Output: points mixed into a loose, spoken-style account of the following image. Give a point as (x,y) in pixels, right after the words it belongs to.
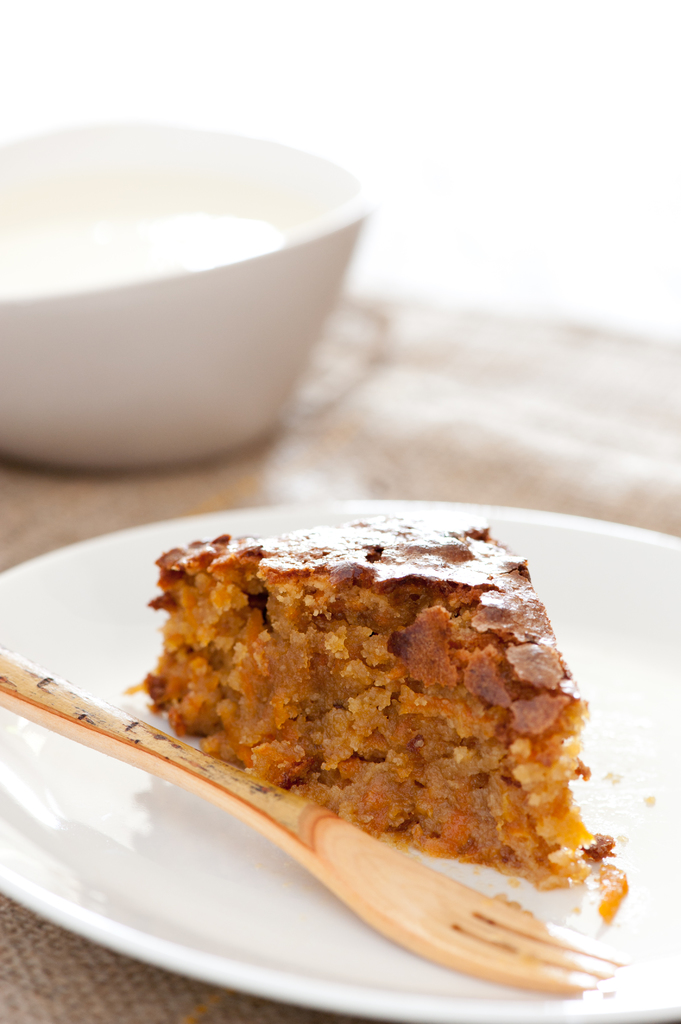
There is a food item (395,746) and a fork (301,822) kept in a white color plate (287,909) as we can see at the bottom of this image (152,816). There is a cup (272,340) kept on the surface (373,451) is at the top of this image (326,317).
